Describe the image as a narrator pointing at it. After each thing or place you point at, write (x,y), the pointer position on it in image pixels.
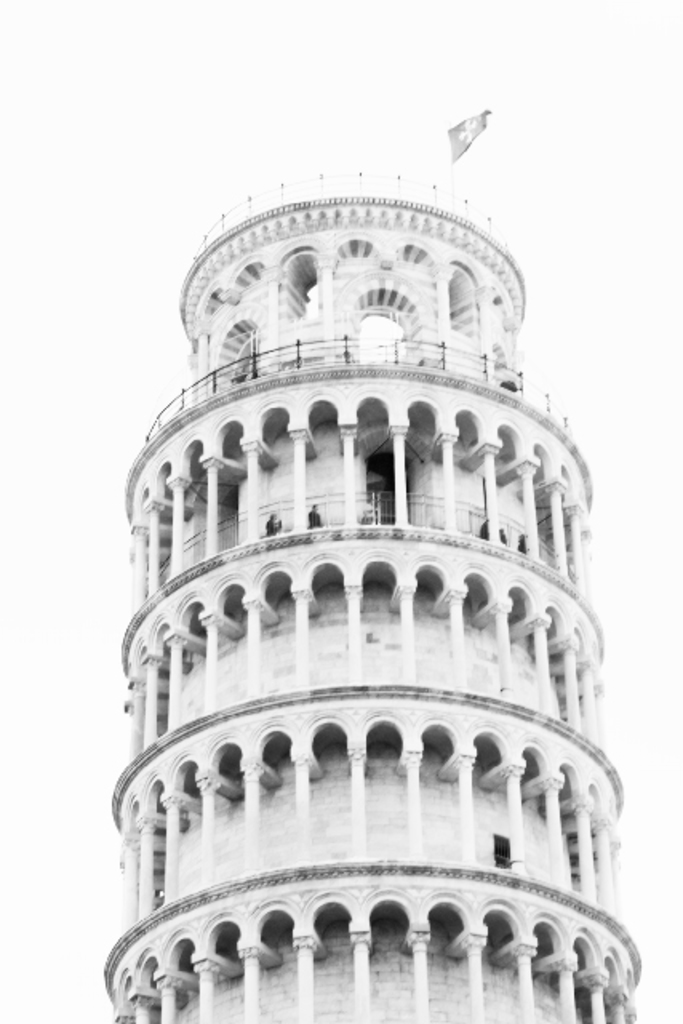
In the center of the image (266,402) there is a tower (382,647). At the top (459,134) we can see a flag (465,141).
